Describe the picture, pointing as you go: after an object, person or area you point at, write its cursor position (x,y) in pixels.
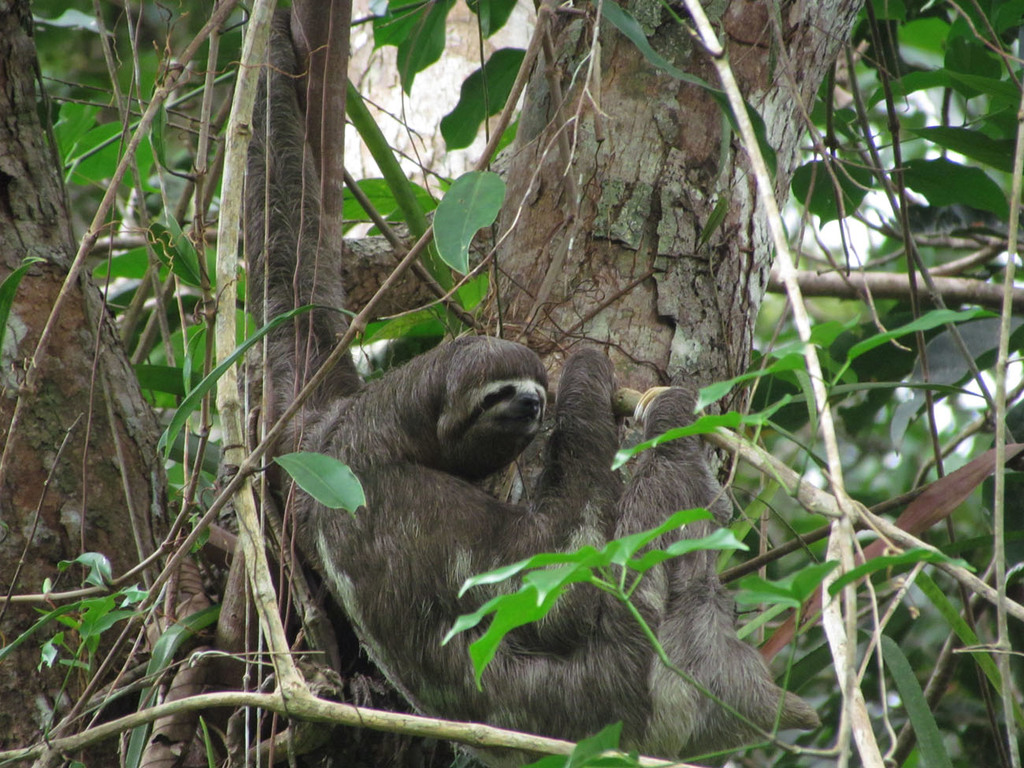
In the center of the image (457,338) there is a animal (597,383) on a tree (715,267).
